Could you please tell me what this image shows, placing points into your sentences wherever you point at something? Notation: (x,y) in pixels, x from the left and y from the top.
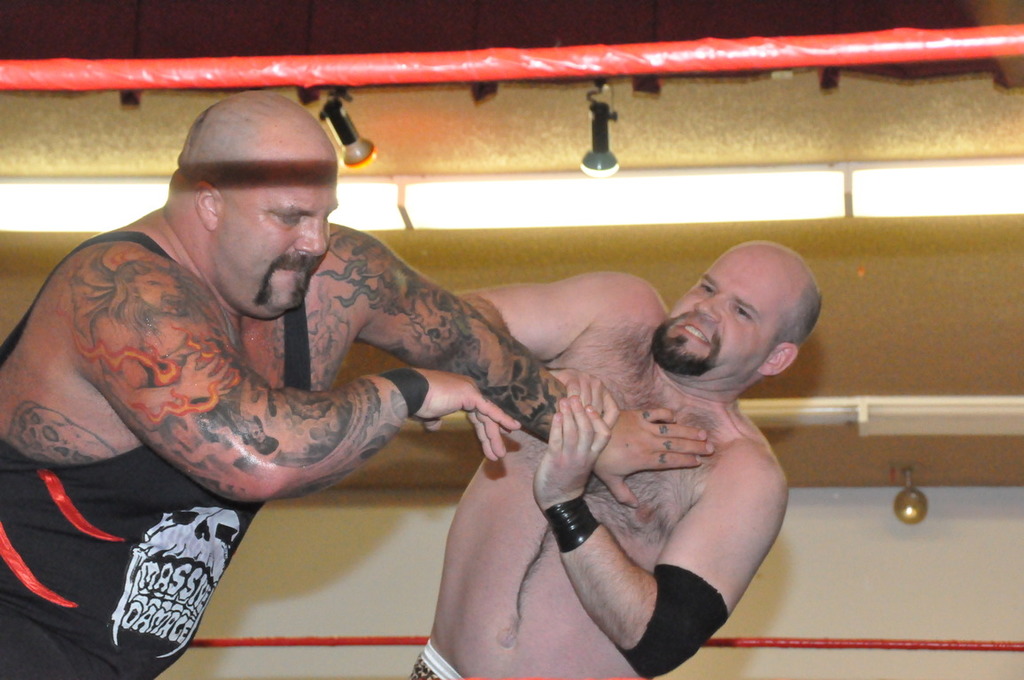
In this image we can see two persons (213,484) are fighting. Behind golden and white color wall (903,362) is there. Top of the image (723,47) red color rope (433,63) is present.
